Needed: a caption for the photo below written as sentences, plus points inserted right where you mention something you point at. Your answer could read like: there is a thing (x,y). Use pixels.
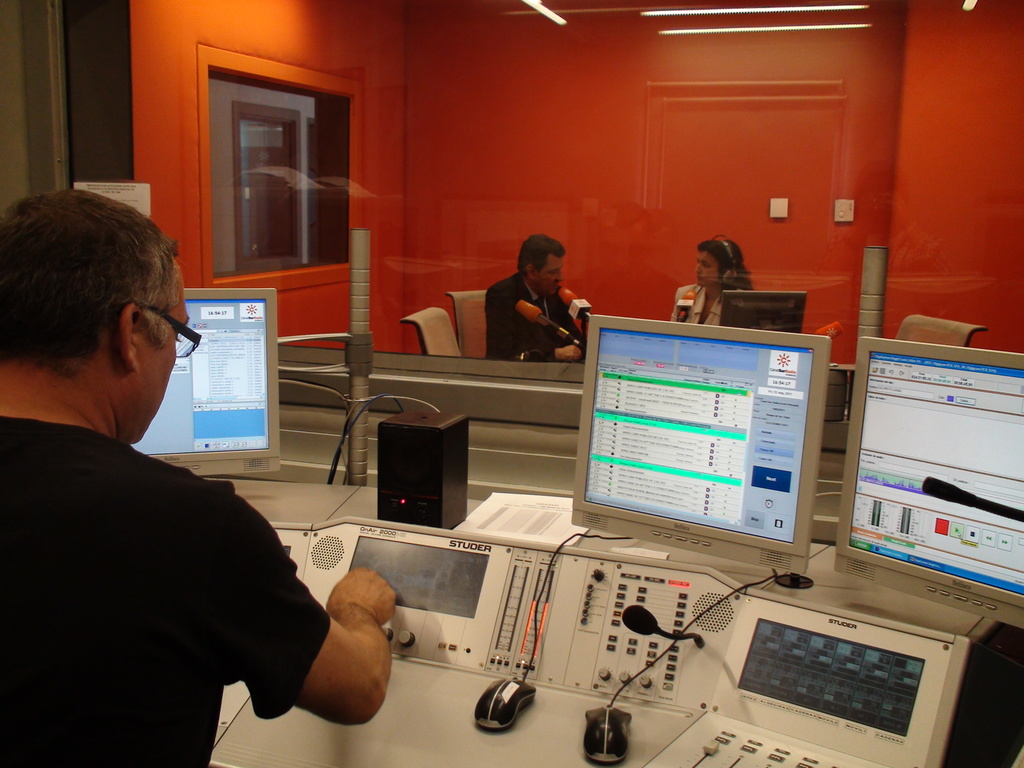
On the left side (179,495), there is a person (87,552) in a black color t-shirt (107,694), operating an electronic device (434,552). In front of him, there are two mice (608,727), three monitors (615,489), a black color box (407,429) and a document (540,501). In the background (738,261), there are two persons (549,254) sitting, in front of them there are three microphones (571,297) and a monitor (764,298), there is an orange color wall (619,271), there are chairs (942,322) arranged and there is a glass window (283,196).
